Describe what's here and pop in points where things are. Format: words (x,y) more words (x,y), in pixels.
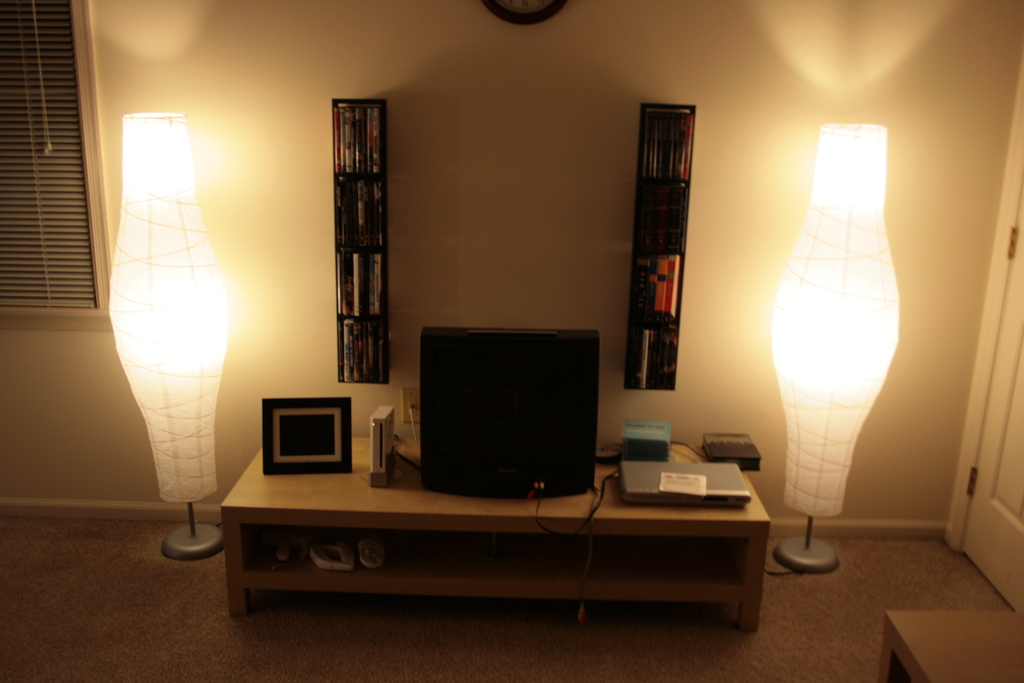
This is a table (464,497) with a television (450,461), laptop (640,490), photo frame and some objects (649,442) on it. These are the bookshelves (645,256) attached to the wall (222,403). These are the lamps (201,429) beside the table (417,527). I think this is the door (993,506). This is the window (67,243).
